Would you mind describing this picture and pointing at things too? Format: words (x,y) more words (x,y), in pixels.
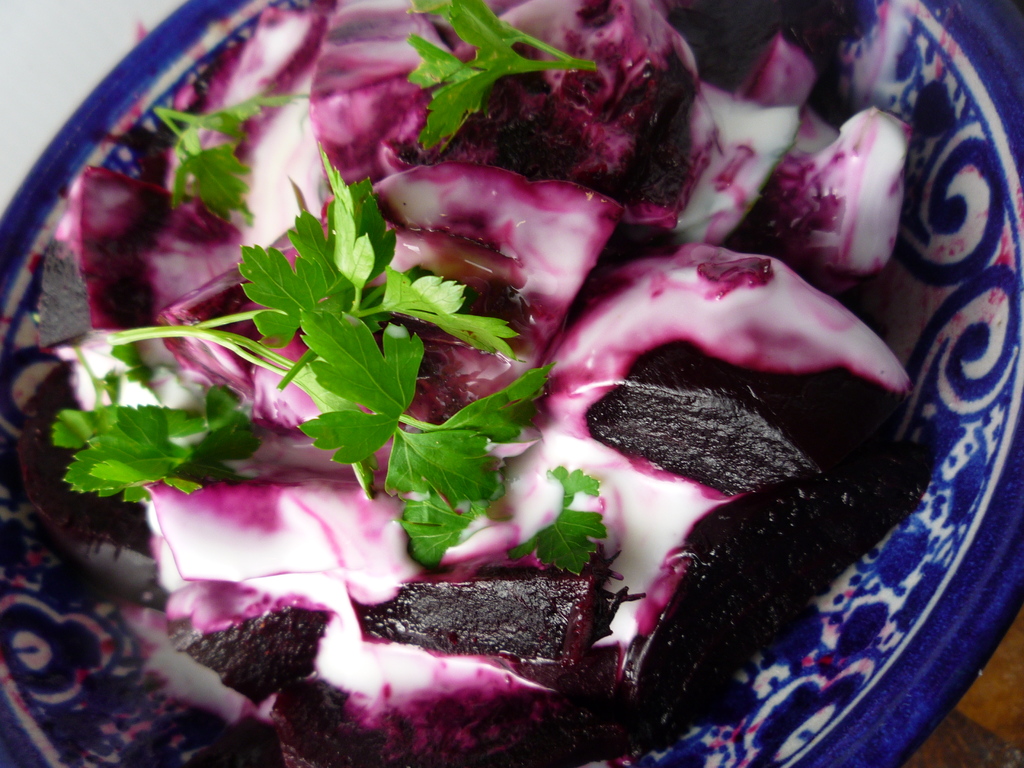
In this picture I can see there is some food (90,388) served in a bowl (1000,576) and there is some beetroot (464,607) and coriander (353,371) in the bowl (31,282).
